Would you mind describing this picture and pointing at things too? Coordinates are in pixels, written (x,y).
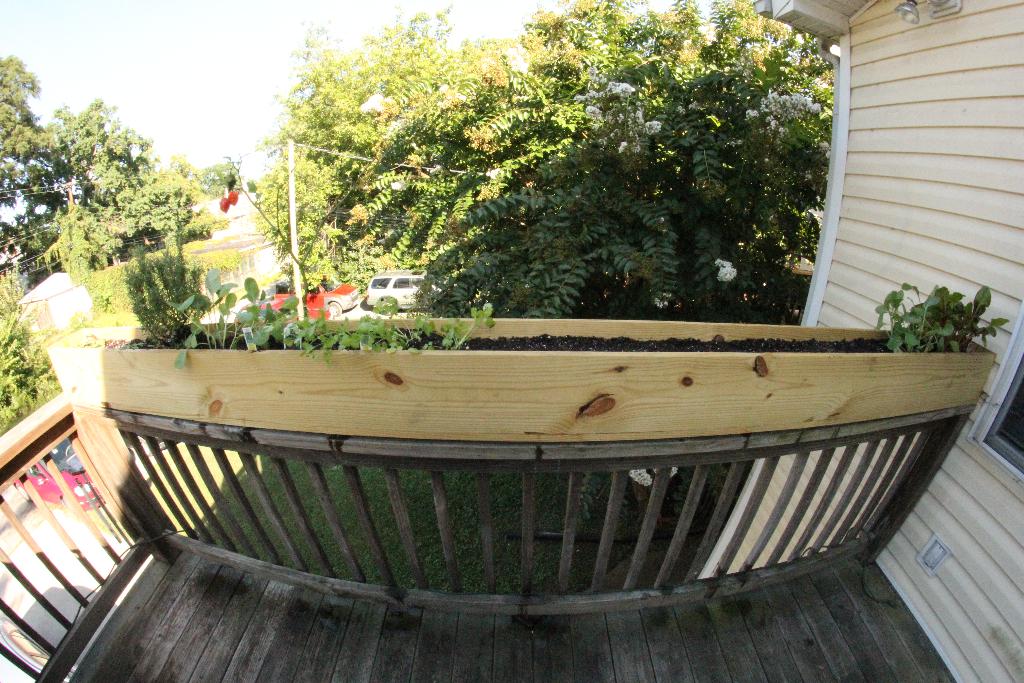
At the bottom of this image (522,603), there are plants (954,318) arranged on a fence (311,477). This fence (100,448) is connected to a wooden floor (122,654) of a building (940,74) which is having a window (1023,399). In the background (666,175), there are trees (404,82), poles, vehicles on the road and there are clouds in the sky (332,29).
